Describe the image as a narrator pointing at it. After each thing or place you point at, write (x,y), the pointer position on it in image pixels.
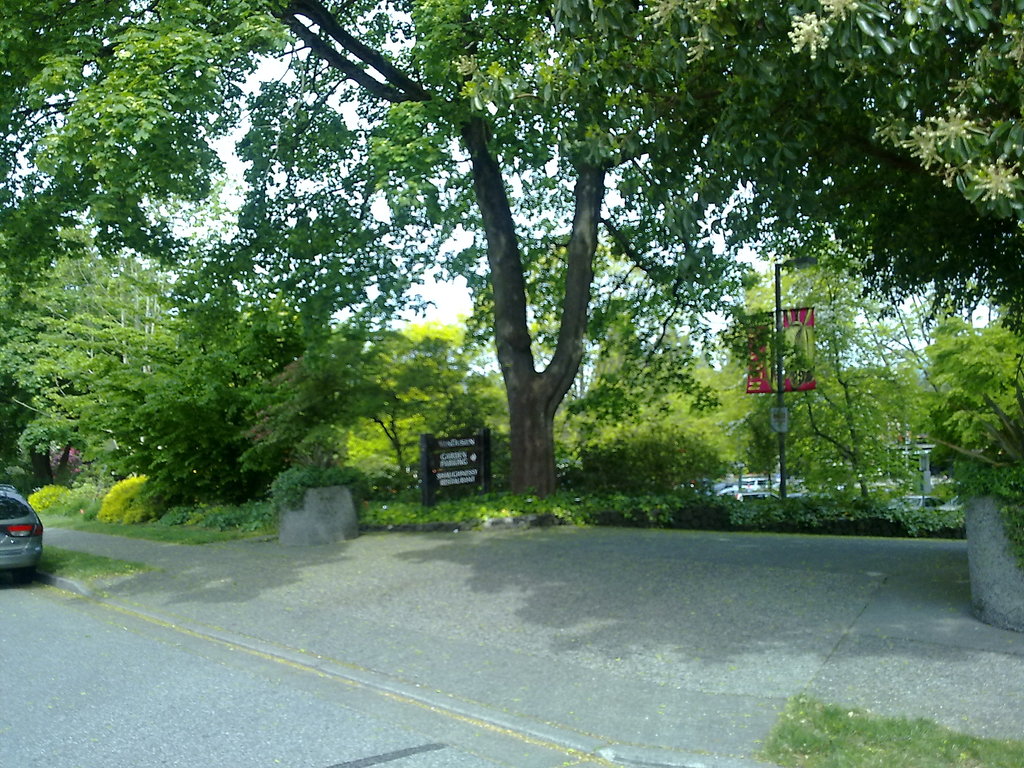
In this image we can see a group of trees (337,228), plants (257,525), grass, a street sign (458,462), a banner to a pole (784,442), some vehicles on the ground (663,631) and the sky (423,267).
